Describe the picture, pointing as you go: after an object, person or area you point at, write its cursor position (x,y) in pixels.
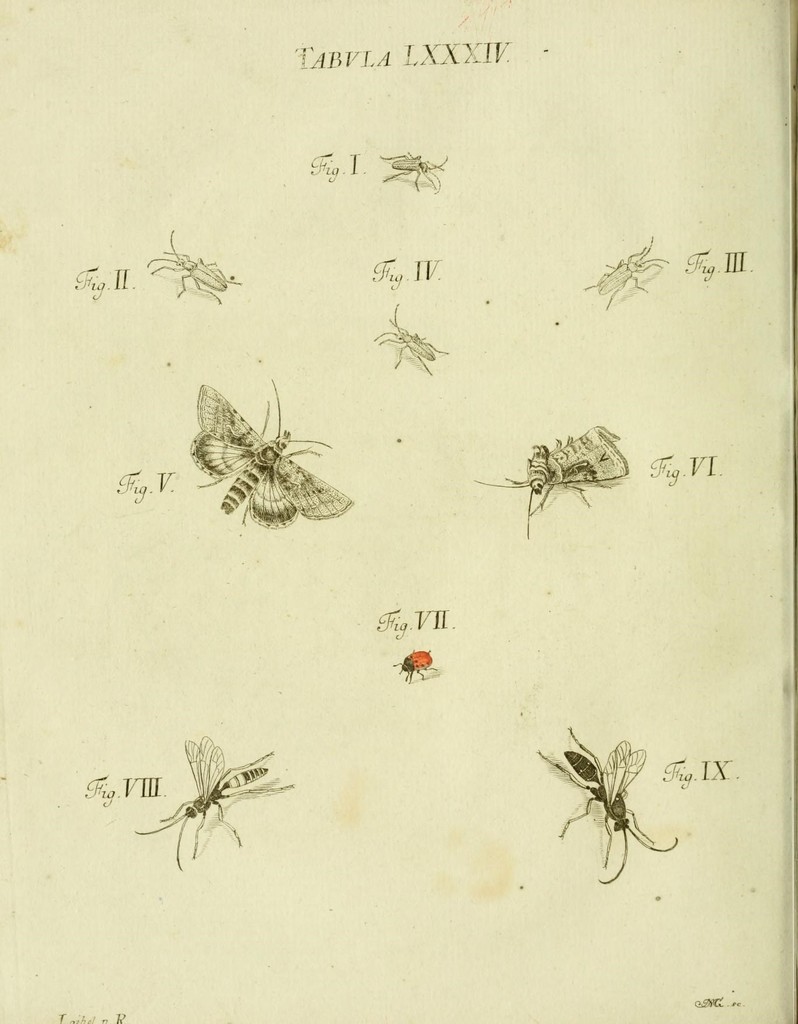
In the image we can see there is a paper (375,247) on which different types of insects (599,475) drawn on it.
